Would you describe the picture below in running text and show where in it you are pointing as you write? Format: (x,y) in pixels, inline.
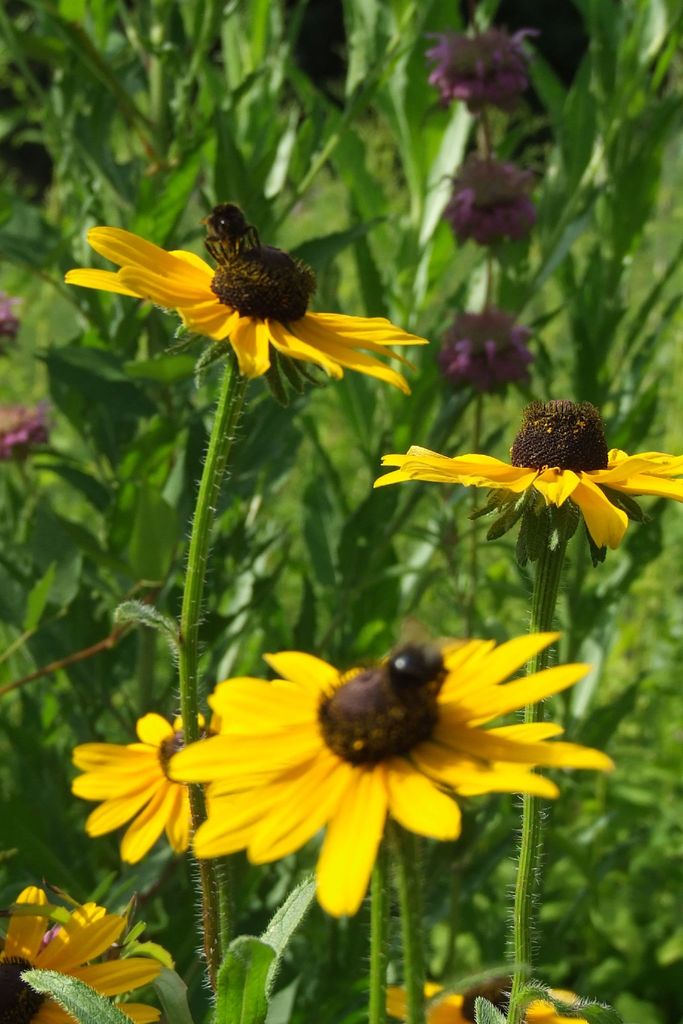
We can see flowers (242,300) and plants (663,834). We can see insects (416,671) on these flowers (395,705).
